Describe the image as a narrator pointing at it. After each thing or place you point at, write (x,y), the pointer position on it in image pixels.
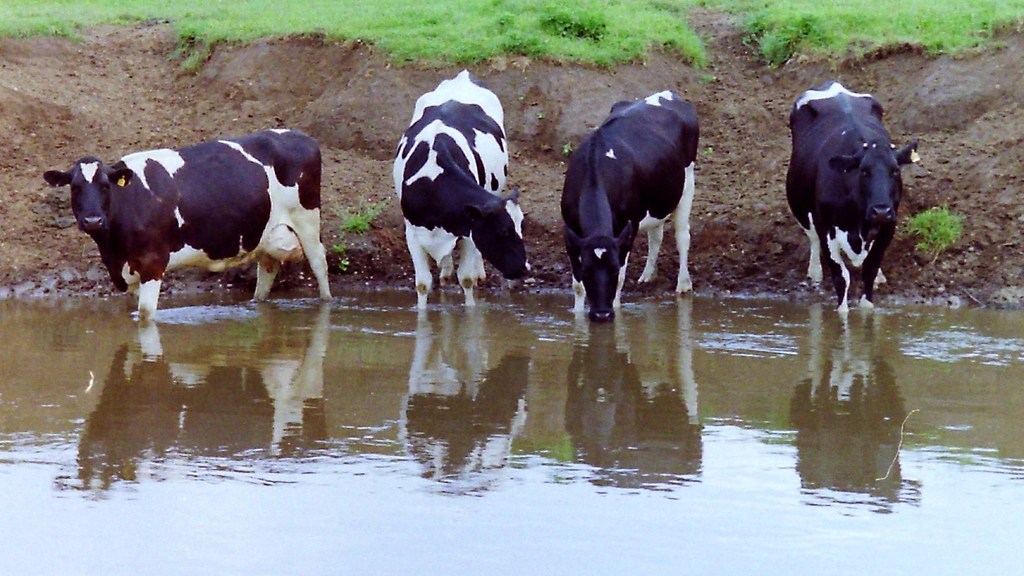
There are four animals (171,230) in black and white color combination, standing near the water (931,332). One of them is drinking water (583,338). In the background (608,8), there is grass (374,14) on the ground (897,14).
